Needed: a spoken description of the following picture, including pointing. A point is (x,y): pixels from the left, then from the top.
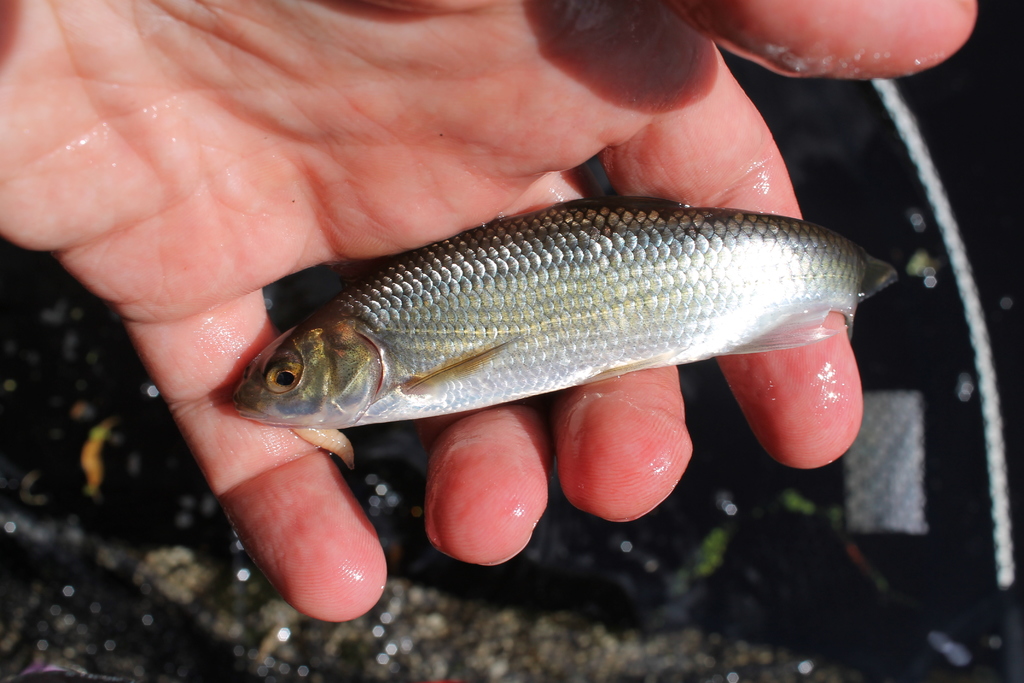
In this image in the center (517,303) there is a fish (487,315) in the hand (382,142) of the person (402,127).
